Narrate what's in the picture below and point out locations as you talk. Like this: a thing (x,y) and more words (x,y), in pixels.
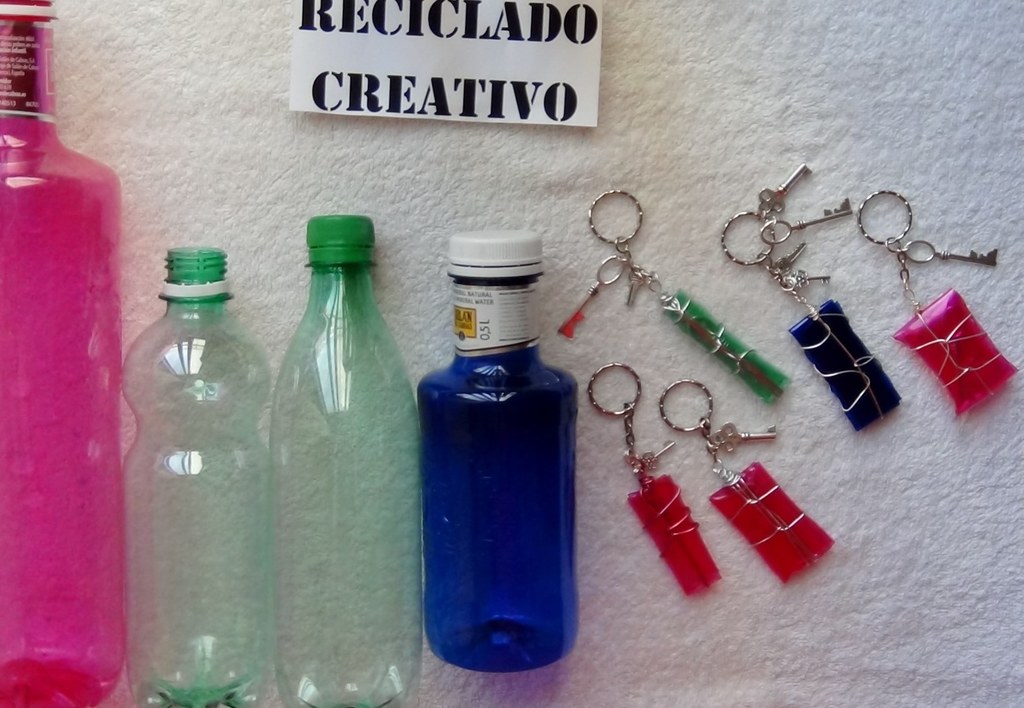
There is a pink bottle (65,357), two green bottle (250,428) and a blue bottle (463,490) is kept on a white surface (796,630). Also there are some keys (785,373). Also there is a name board (450,59) kept on this.
